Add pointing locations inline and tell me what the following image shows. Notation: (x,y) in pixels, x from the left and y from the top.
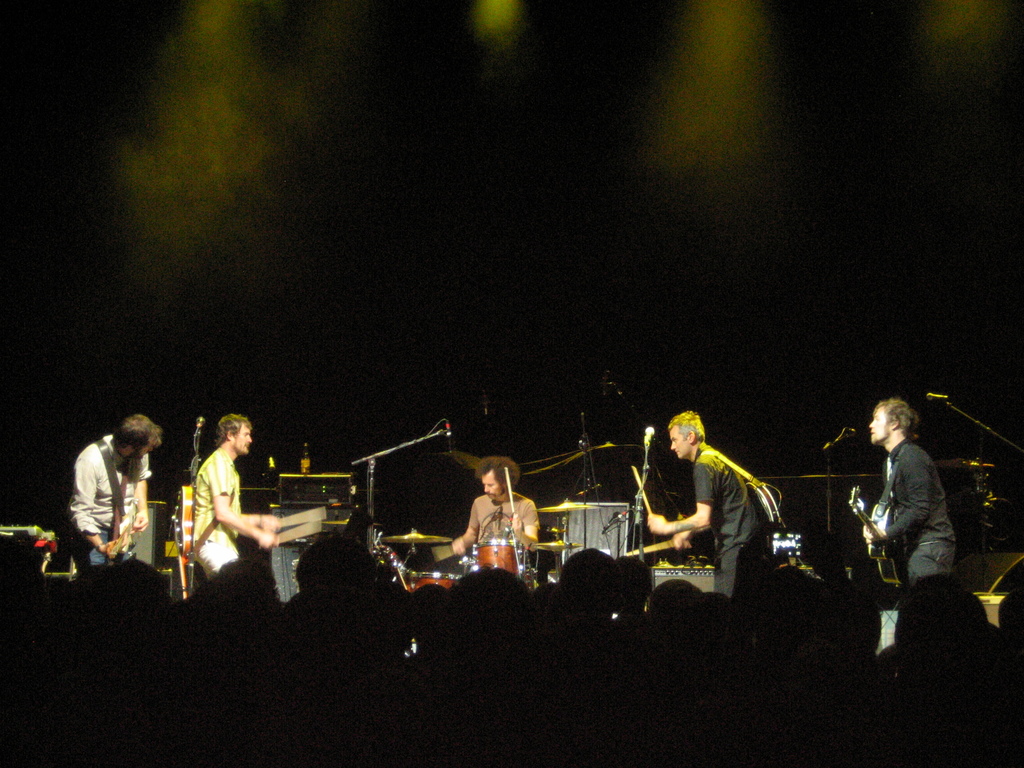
In this picture we can see some persons (709,514) who are playing some musical instruments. And these are the mikes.
